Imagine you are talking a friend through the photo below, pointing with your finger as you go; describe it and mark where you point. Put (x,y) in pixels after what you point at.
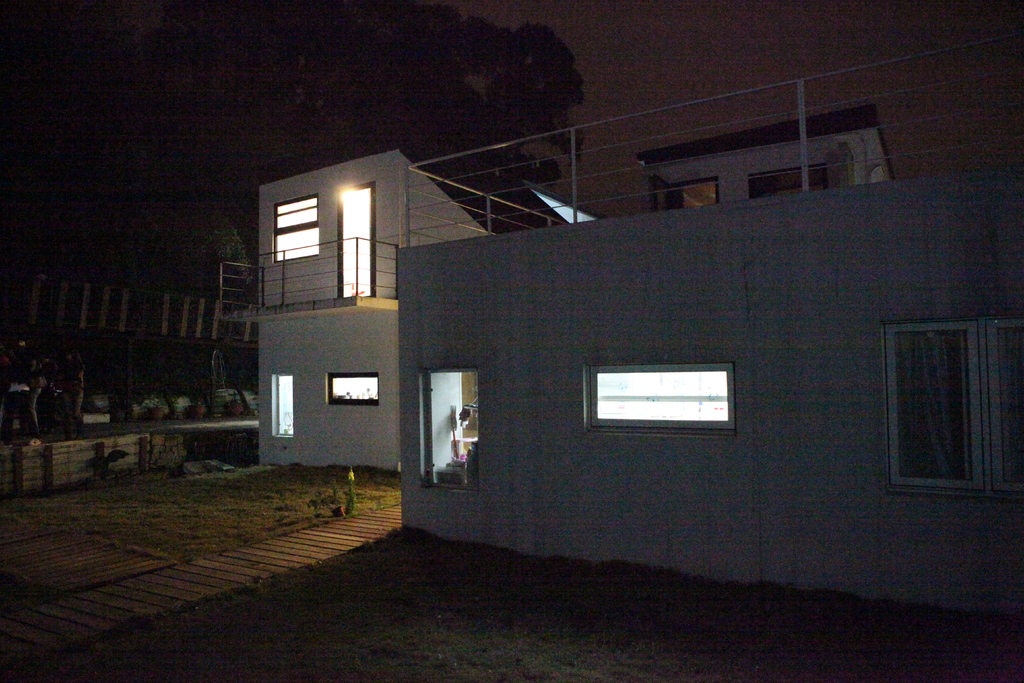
In this image I can see white colour building (395,399), grass (565,587), a light (351,198) and I can see this image is little bit in dark from background (203,271).
